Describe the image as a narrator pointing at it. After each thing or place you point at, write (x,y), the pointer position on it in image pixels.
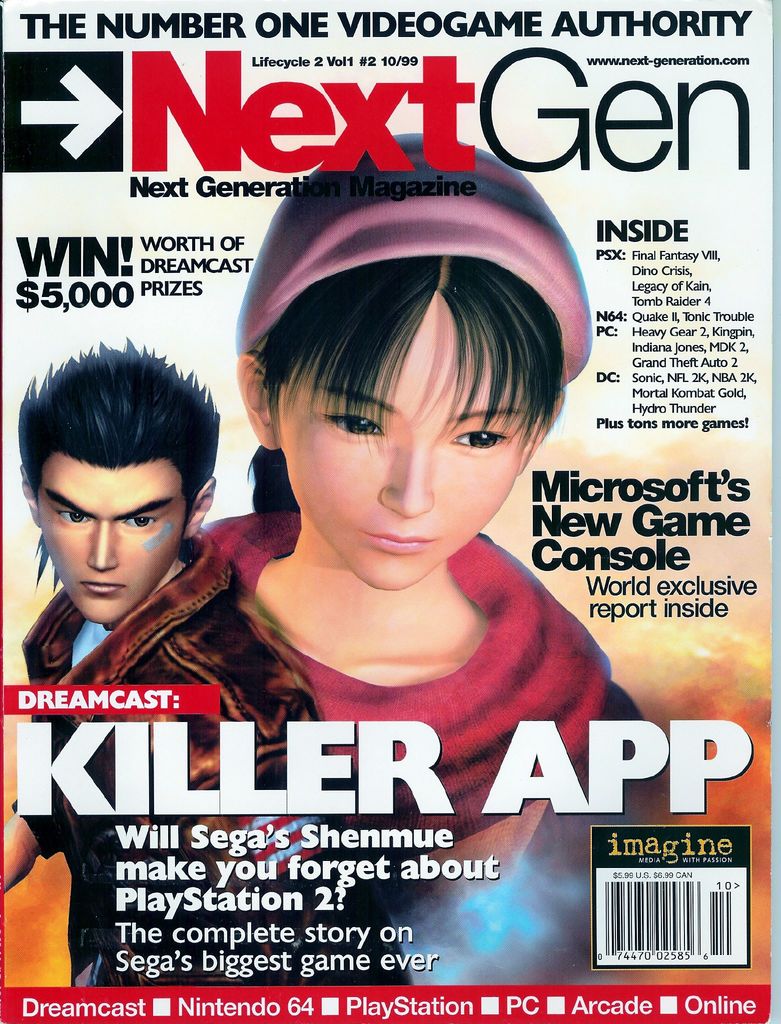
Here we can see a poster (611,208). On this poster (227,479) we can see animated people (303,464) and text (196,810) written on it.
